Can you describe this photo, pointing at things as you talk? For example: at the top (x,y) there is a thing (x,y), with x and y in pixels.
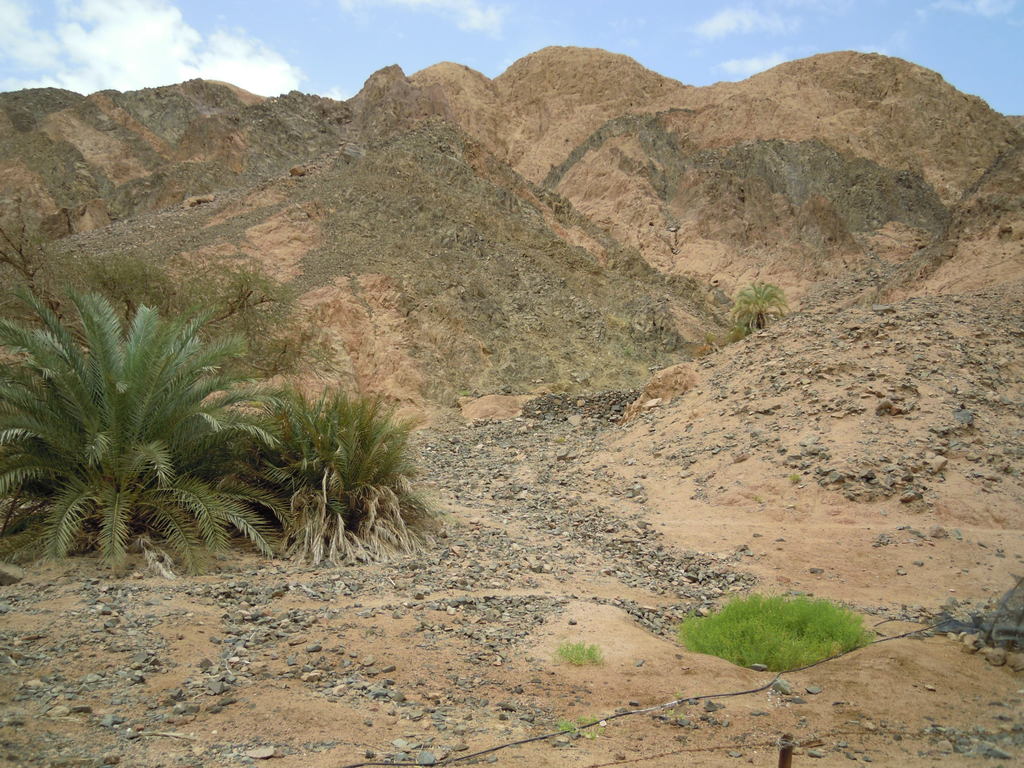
In this picture we can observe trees (162,484) on the ground (796,676). There is some grass (737,626). We can observe some stones (561,465). In the background (731,287) there are hills (251,148) and a sky (299,68) with clouds (238,57).
